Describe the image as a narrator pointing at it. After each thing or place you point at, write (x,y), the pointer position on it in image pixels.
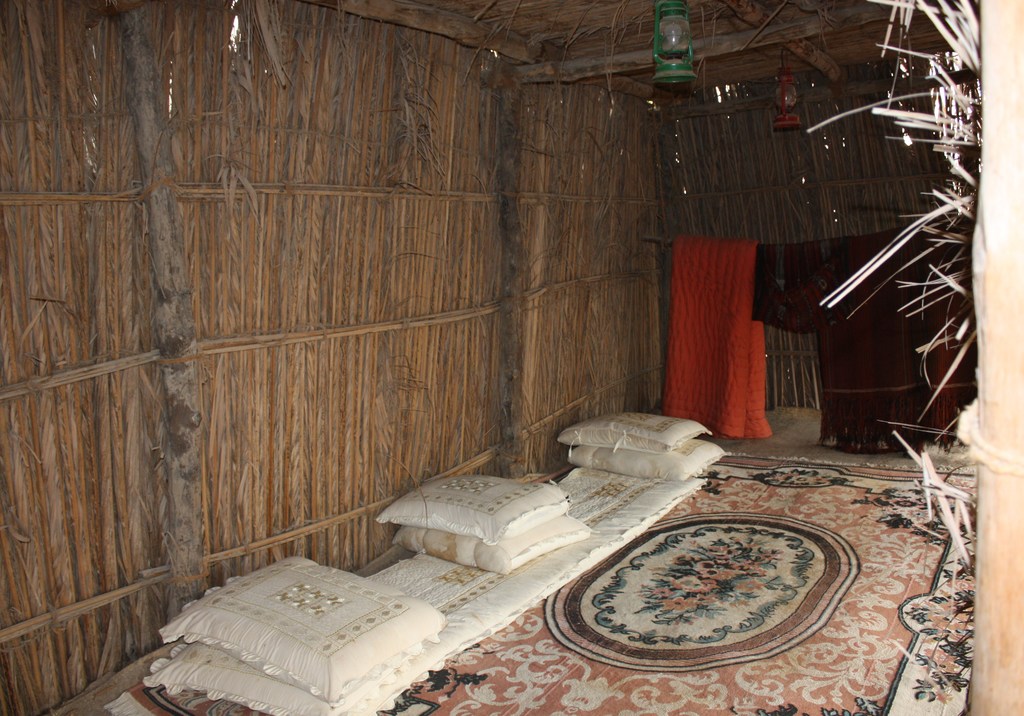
This picture is an inside view of a hut (507,324). In the center of the image (656,425) we can see the pillows (310,715), bed (570,559). On the right side of the image (704,262) we can see the clothes (859,329), pole (999,349). At the top of the image (673,81) we can see the roof (642,23) and lamps (673,24). In the background of the image (53,603) we can see the wood wall (443,298).
